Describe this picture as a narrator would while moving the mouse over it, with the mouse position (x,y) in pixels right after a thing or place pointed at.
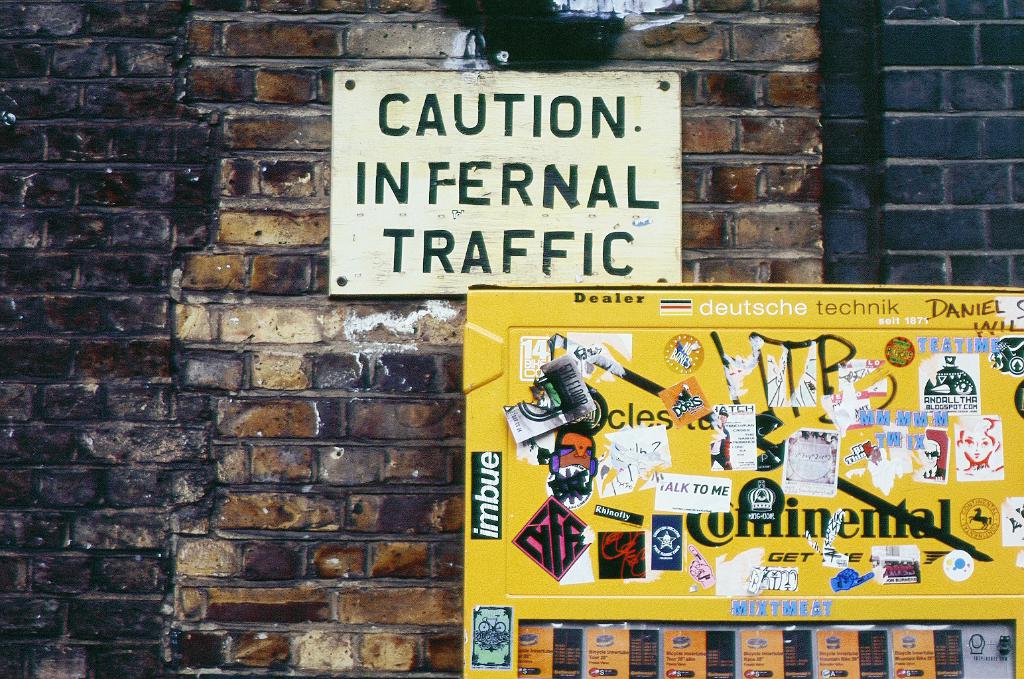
In the image there is a brick wall (251,42) and in front of the wall (245,86) there are two objects (487,676), the first object (450,169) looks like some frame (445,141) it has some text (391,102) on it.
